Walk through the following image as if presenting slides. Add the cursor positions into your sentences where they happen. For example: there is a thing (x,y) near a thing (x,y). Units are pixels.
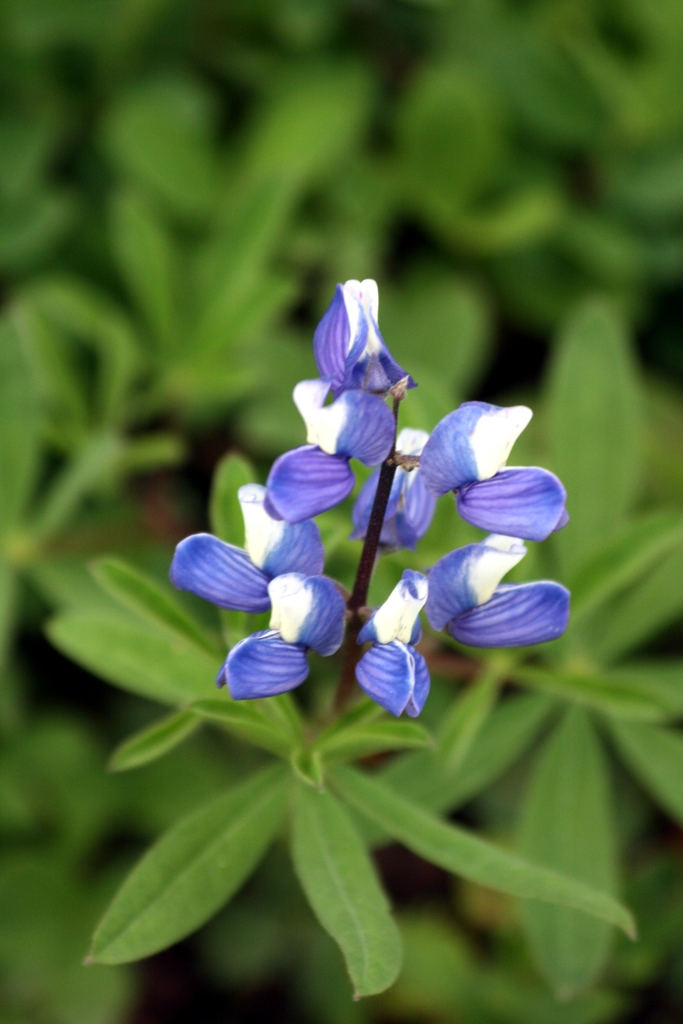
In this image in the foreground (375,625) there are some flowers (464,614), and in the background (460,517) there are plants (436,714).
